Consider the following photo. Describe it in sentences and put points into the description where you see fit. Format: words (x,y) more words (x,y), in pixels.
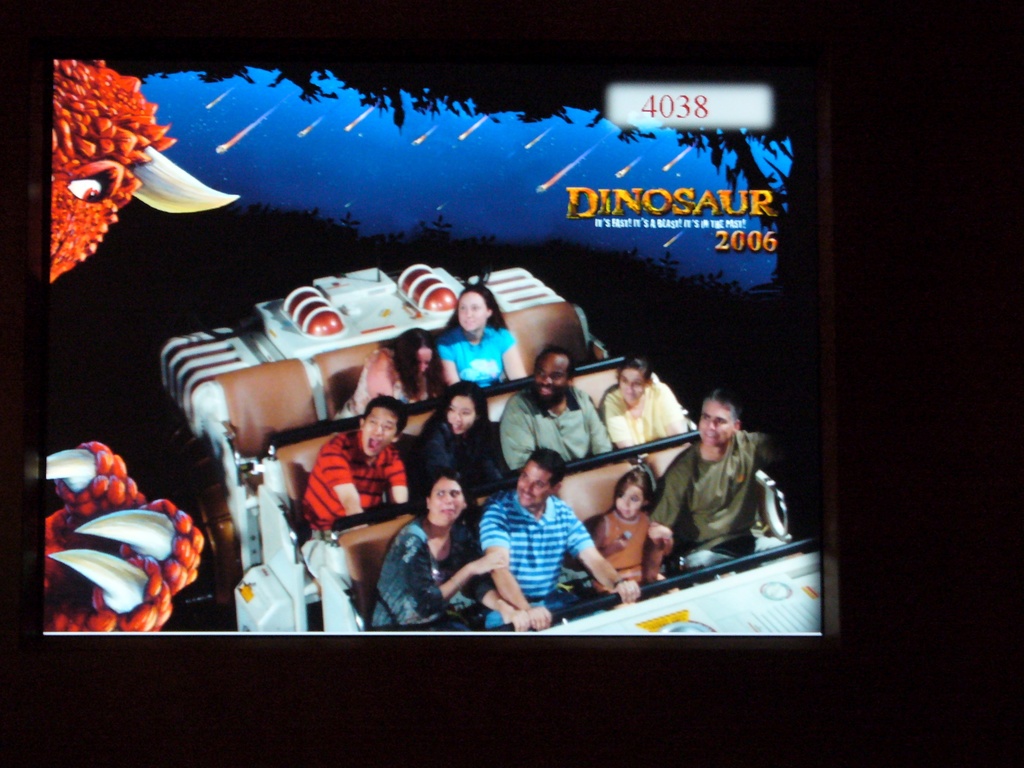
In this image, there are some persons (592,407) wearing colorful clothes (668,483) and sitting on the vehicle (243,400). There is a sky (370,205) at the top (370,205). There is monster (82,143) on the left side of the image (113,497).
